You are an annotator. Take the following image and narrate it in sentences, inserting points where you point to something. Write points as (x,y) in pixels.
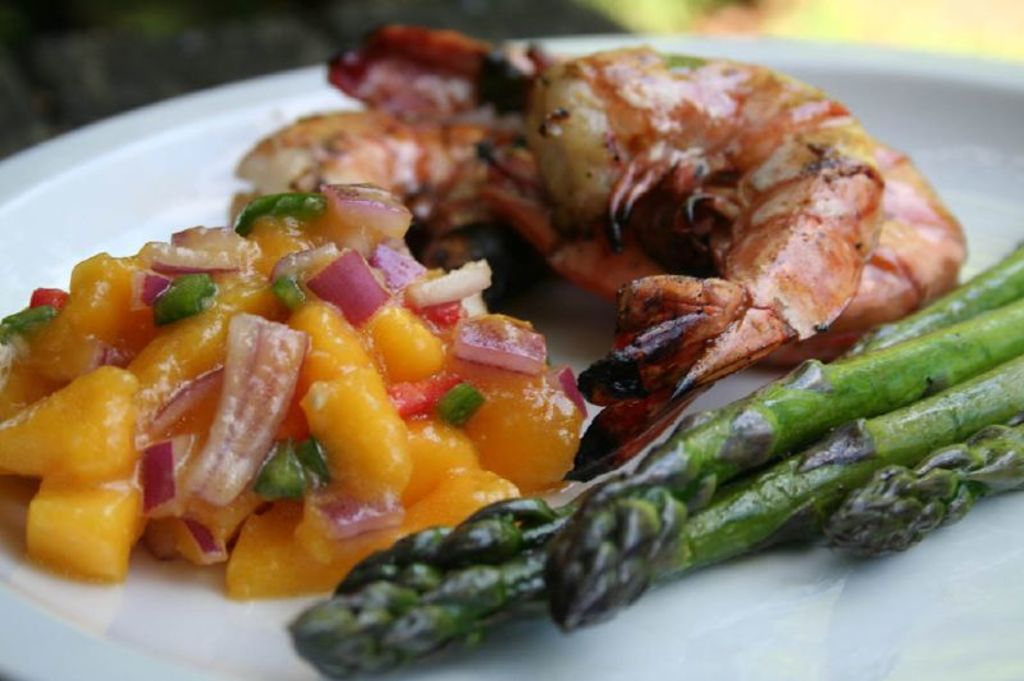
In this picture I can see the food (520,380) in a plate (60,628).
